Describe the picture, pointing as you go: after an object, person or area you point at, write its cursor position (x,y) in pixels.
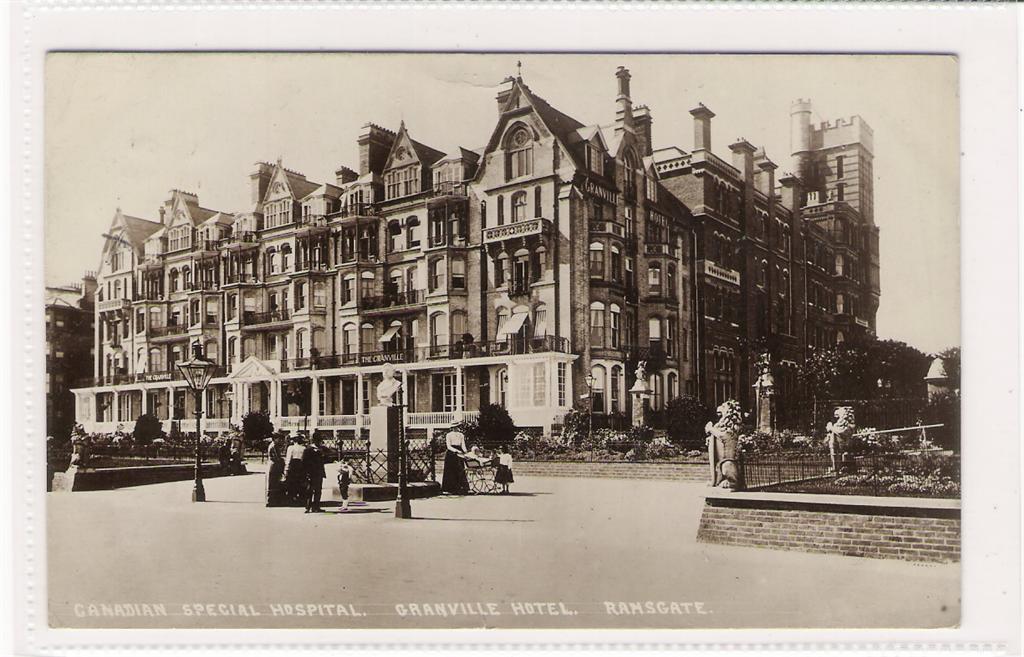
This is a black and white image, in this image there are people (277,479) standing on a pavement (324,598) and there are light poles (404,474), plants (757,440) and few sculptures (732,418), in the background (487,365) there is building (614,163), trees (828,360), at the bottom (96,614) there is text (467,613).
